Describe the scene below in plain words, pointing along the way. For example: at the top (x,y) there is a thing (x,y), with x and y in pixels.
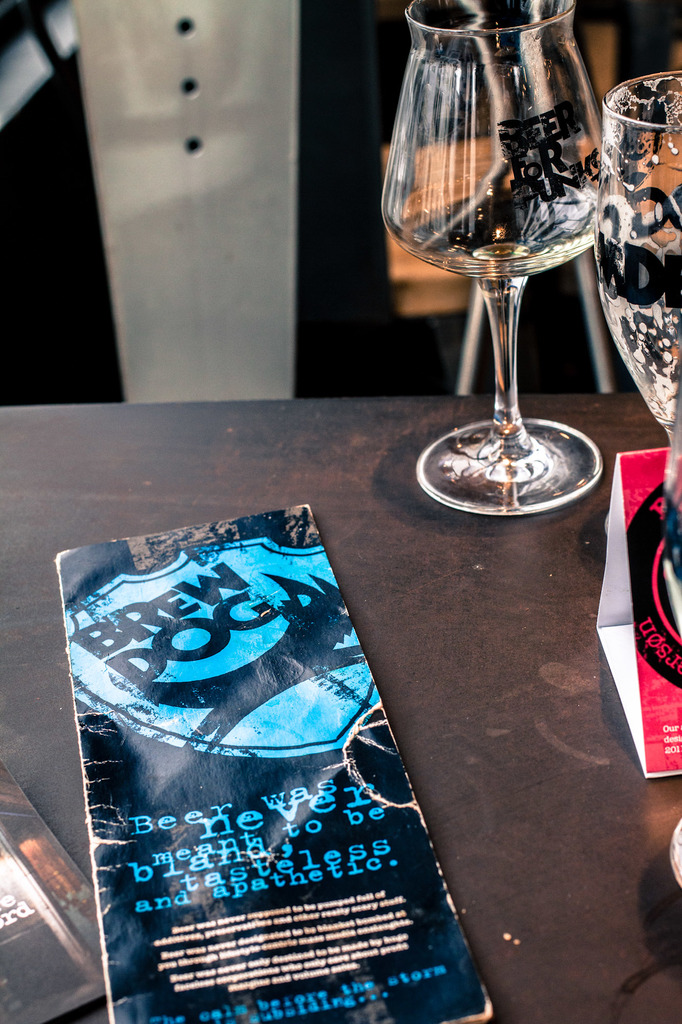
In this image we can see many objects (263,612) on a table (374,595). Behind the table (203,470), we can see few objects (243,302).
